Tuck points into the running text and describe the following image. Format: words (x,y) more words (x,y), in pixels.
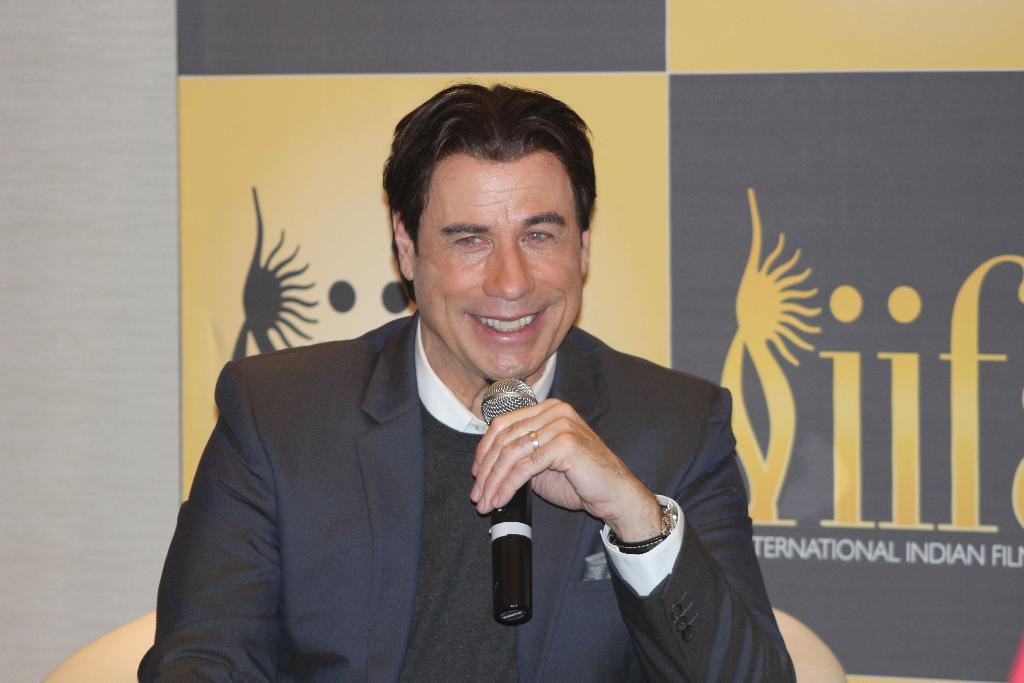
A man (557,544) is sitting in the middle (593,447) and also holding a microphone (501,551) he wear a black coat (319,473) he is smiling.
